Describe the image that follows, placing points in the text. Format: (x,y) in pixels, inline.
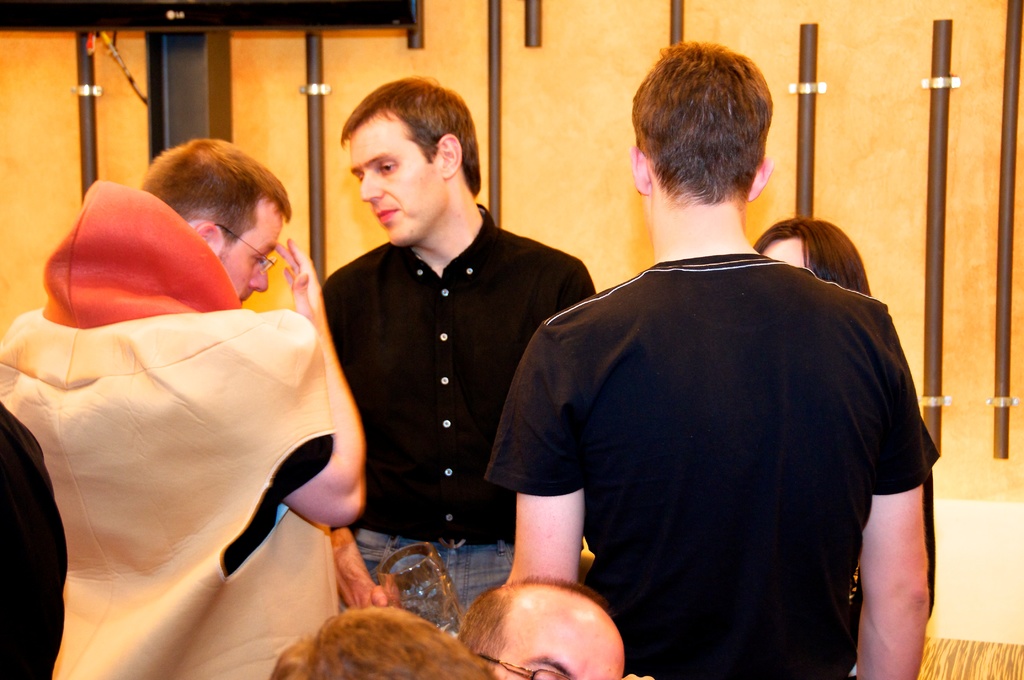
In this image we can see few persons (427,455). Behind the persons (701,347) we can see a wall (914,110). On the wall (849,39) we can see few rods (417,32). In the top left (166,16), we can see a black object (215,29).
